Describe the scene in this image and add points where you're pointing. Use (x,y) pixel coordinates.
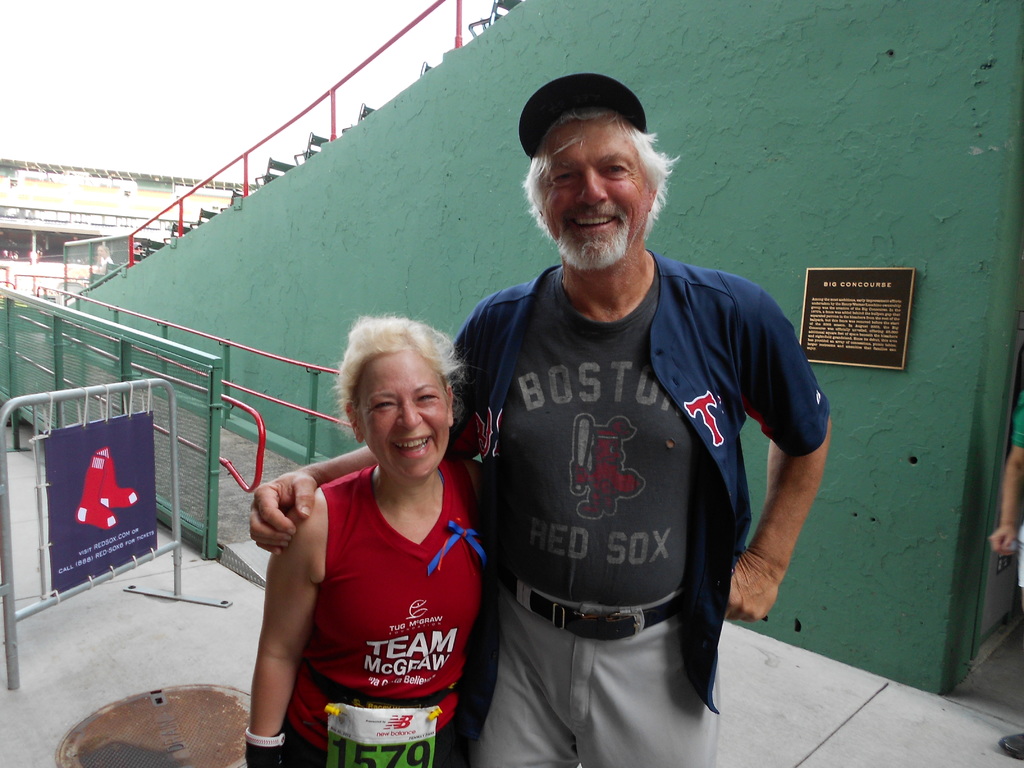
In this image I can see two people (526,525) with different color dresses (502,534). To the right (1004,526) I can see one more person (990,538) and the board (868,316) to the wall (735,216). To the left (70,508) I can see the board (70,431) and the railing (61,372). In the background (75,235) I can see the shed (69,229) and the sky (82,95).
